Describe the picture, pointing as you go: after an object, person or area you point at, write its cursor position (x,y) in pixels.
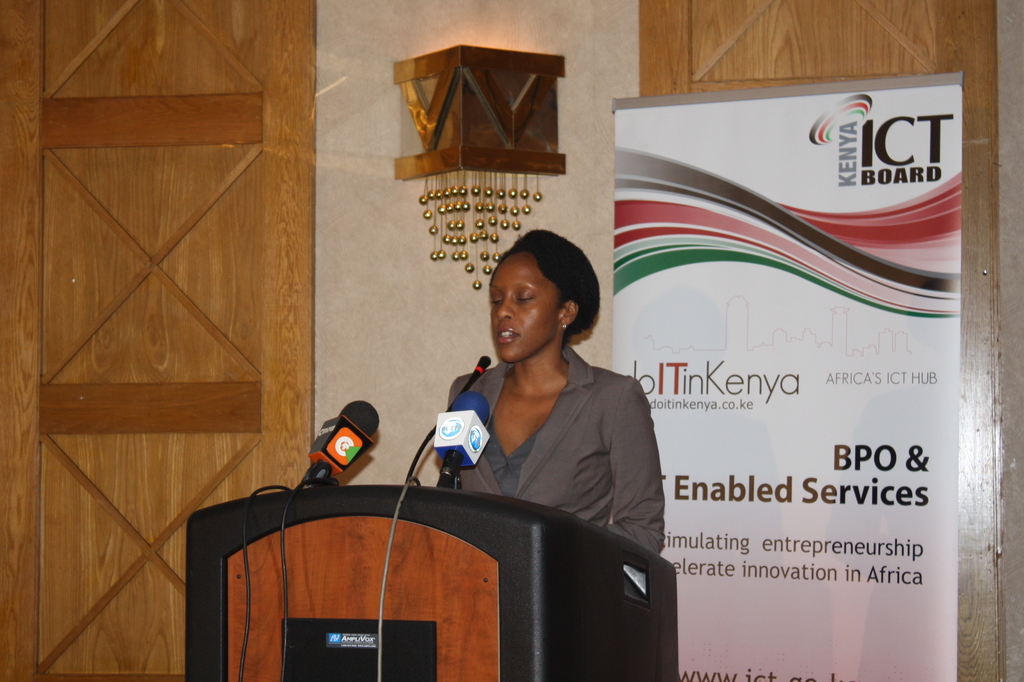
In this image I can see a woman (549,469) standing in front of the podium (508,543) and speaking on the microphone (485,362) and two more mics (343,443) are attached to this podium (350,517). At the back of her I can see a white color banner (713,369) and also the wall (381,310). On the left and the right side of the image (959,66) I can see a wooden boards (45,255).
